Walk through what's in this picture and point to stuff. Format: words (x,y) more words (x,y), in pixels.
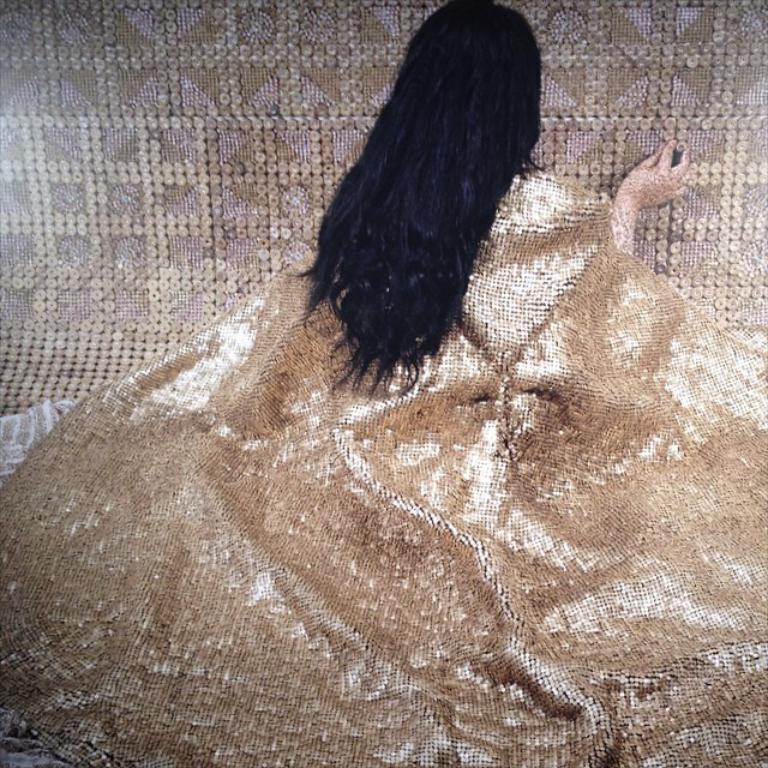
In this image there is a woman (328,336).
